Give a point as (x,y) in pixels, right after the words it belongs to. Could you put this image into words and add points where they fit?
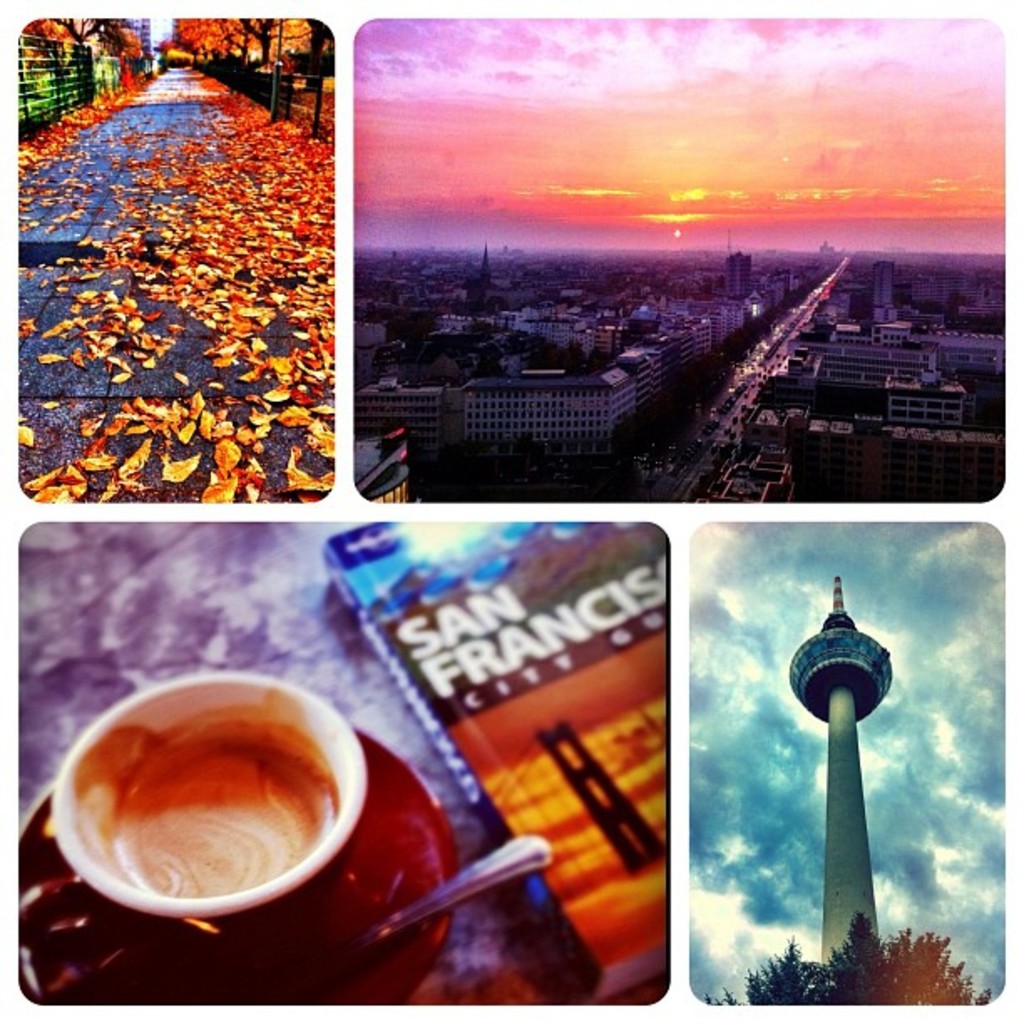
This is a collage image. At the top left side of the image (96,146) there are trees (123,49) and dry leaves (173,256) on the path (186,404) and at the top right side of the image (759,297) there are buildings (901,348), vehicles (790,323) moving on the road (807,303), in the background (957,209) there is the sky (776,231). At the bottom left side of the image (246,821) there is a coffee cup (195,843) with saucer (370,877) and spoon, beside that there is a book (464,663) with some text (505,695) and at the bottom right side of the image (894,989) there is a tower (823,710), a tree (859,958) and in the background (919,795) there is the sky (926,812).
